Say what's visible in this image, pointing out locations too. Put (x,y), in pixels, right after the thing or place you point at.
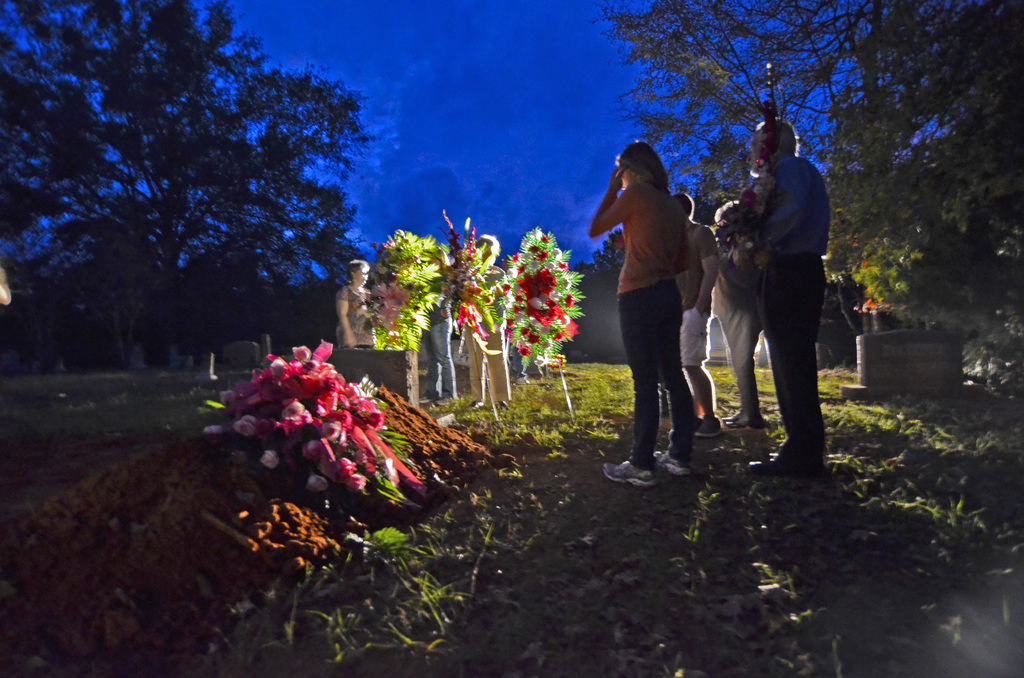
There are groups of people (663,379) standing. I can see a flower bouquet (383,426) placed on the mud (296,505). I can see few people (490,332) holding flower bouquets (521,296). This is the graveyard (246,359). These are the trees (719,102). Here is the grass (664,556).
